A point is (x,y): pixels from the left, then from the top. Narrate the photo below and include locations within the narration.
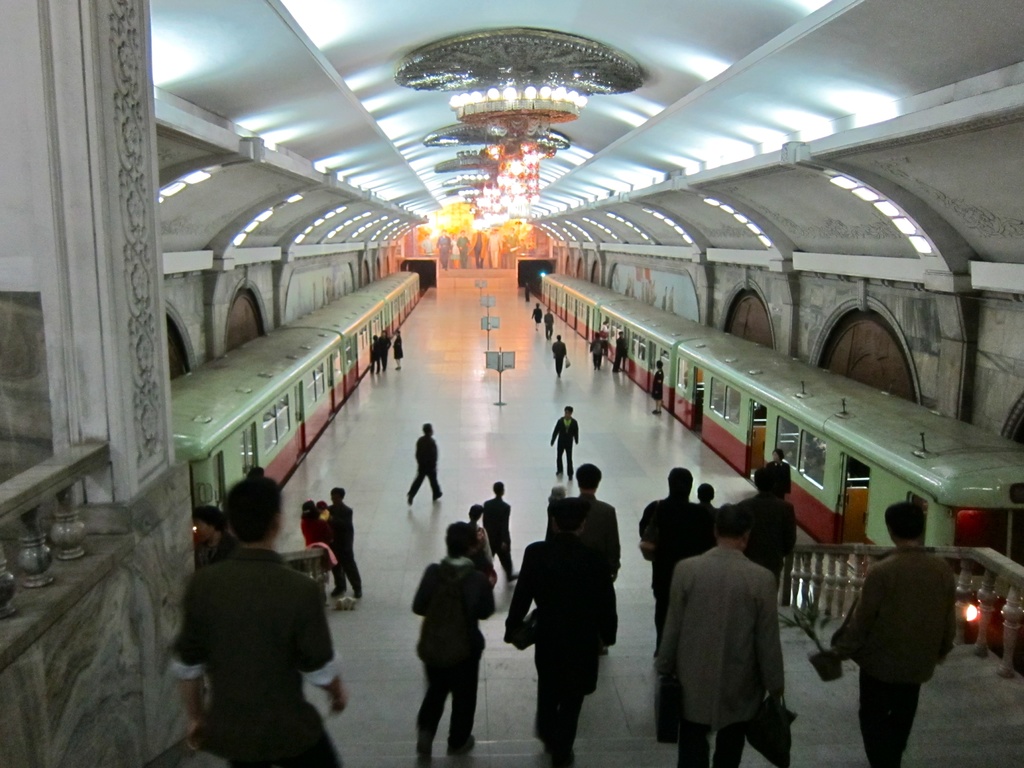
In this image, we can see people (475,578), trains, lights (547,153), boards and stairs (631,638). At the top (219,139), there is a roof (296,60) and at the bottom (443,520), there is a floor (447,444).
